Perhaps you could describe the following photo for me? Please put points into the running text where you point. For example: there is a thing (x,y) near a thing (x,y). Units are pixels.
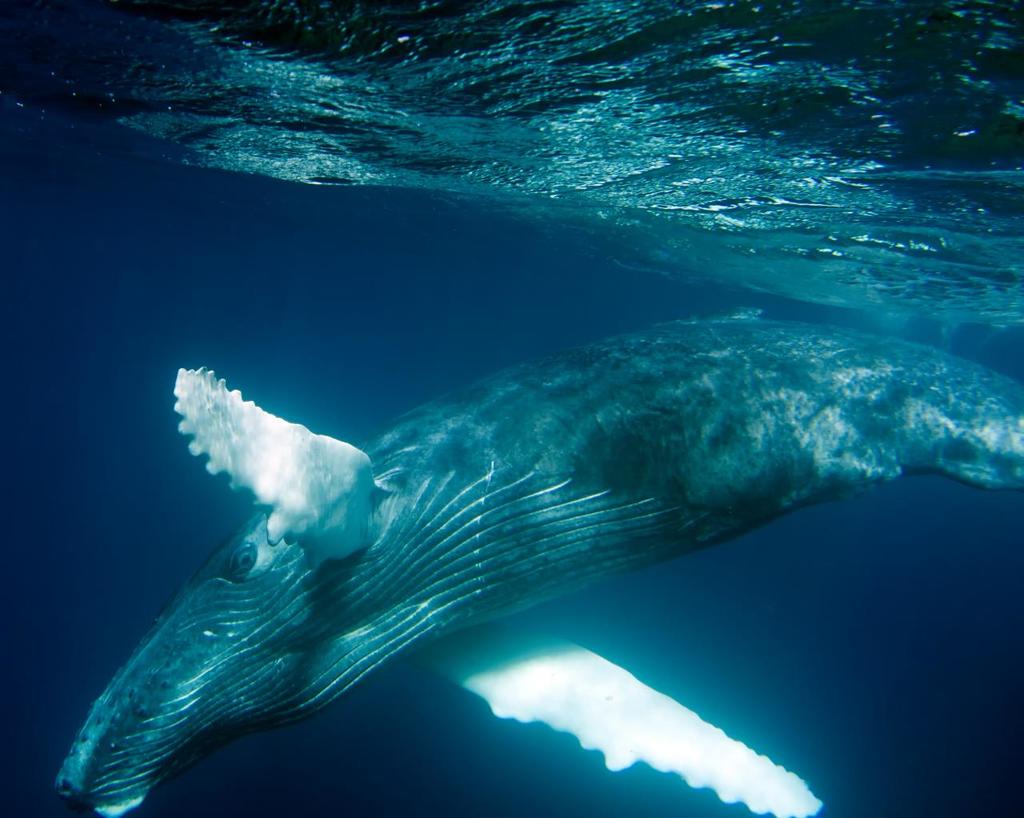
In the image we can see water (179,295), in the water (432,339) we can see a whale (397,436).
